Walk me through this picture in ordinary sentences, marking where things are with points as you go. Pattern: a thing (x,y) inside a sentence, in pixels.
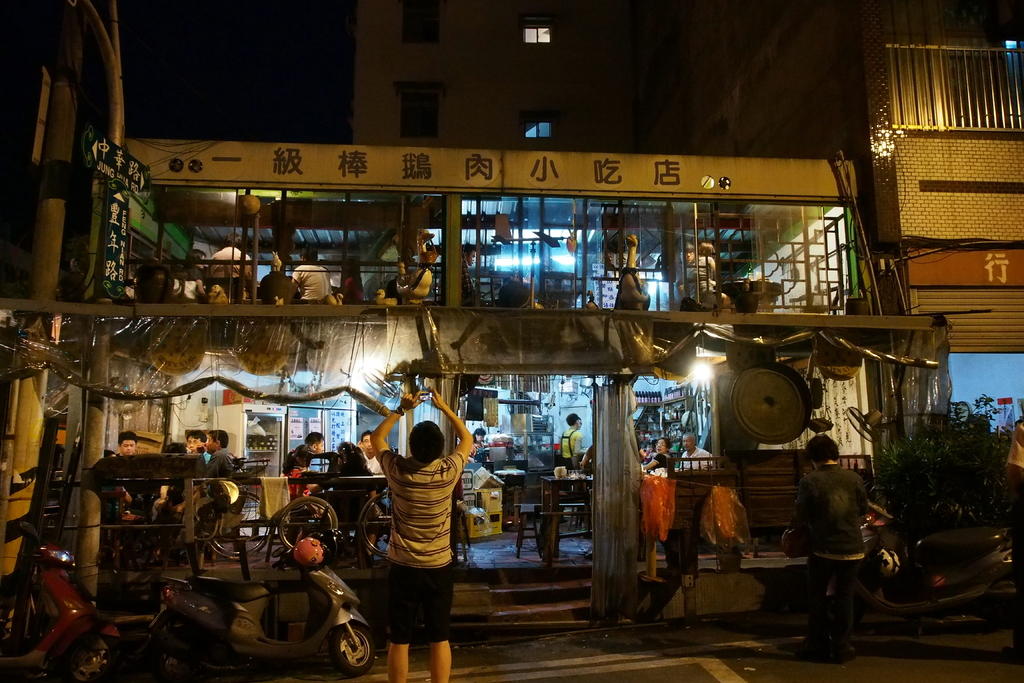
In this picture we can see there are two persons (422,541) and motorbikes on the road (503,664). In front of the two persons (403,487), there are groups of people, tables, lights (510,265) and some objects (507,303) inside the building (428,333). In front of the building (397,161) there is a pole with a board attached to it. On the right side of the image (923,449), there are plants (937,445). Behind the building (429,202), there are two other buildings (439,57) and the dark background (209,65).
